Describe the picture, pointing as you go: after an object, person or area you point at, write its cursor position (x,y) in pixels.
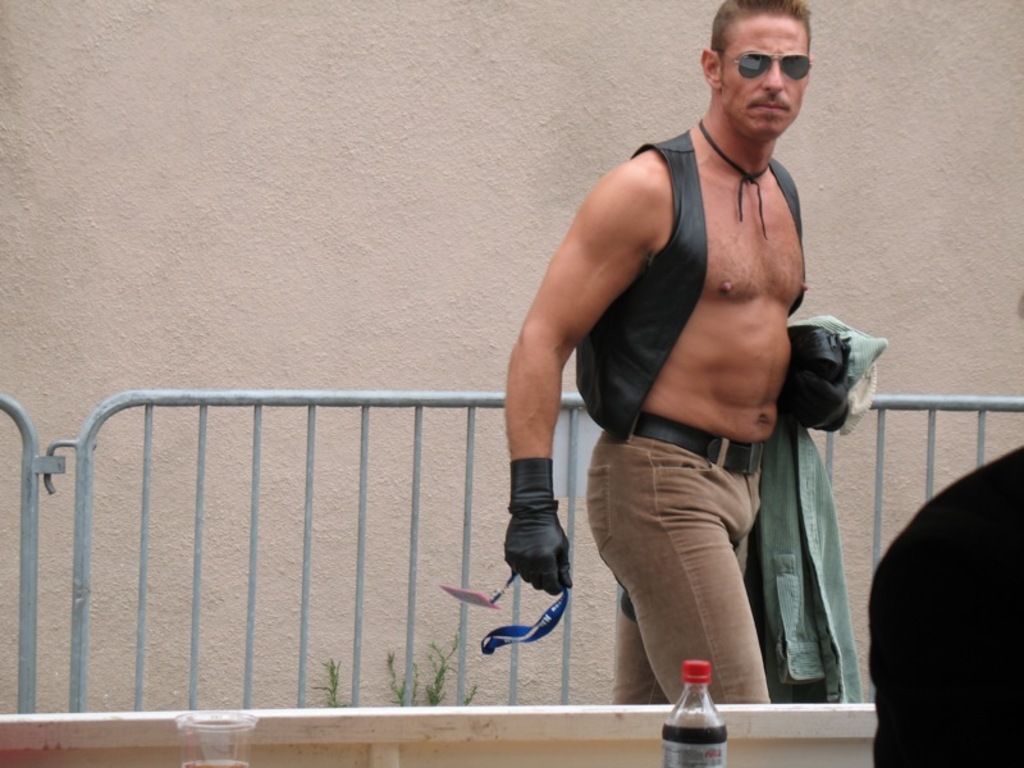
In this image, we can see a man (668,331) standing, there is a fencing (362,448) and we can see the wall (226,104). We can see a soft drink bottle (689,727).
